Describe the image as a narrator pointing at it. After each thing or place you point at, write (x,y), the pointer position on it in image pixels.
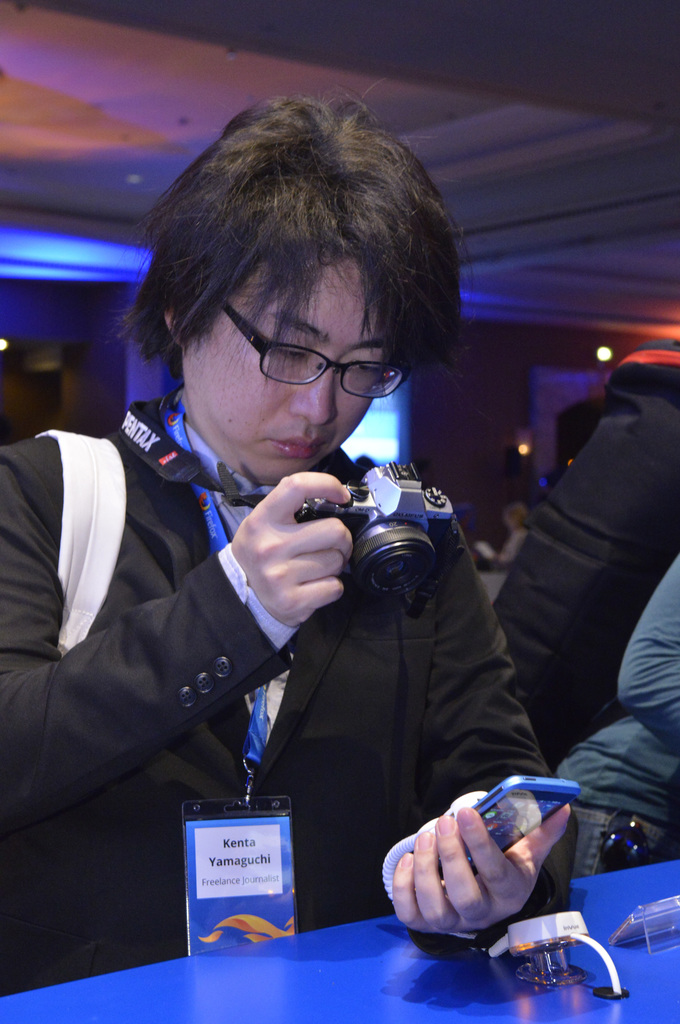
In this image we can see a person (180,638) wearing specs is holding camera (358,526) and a mobile (493,818). There is a blue surface (368,956). On that there are few objects (514,939). And the person (463,941) is wearing a tag (222,884). In the background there are lights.
